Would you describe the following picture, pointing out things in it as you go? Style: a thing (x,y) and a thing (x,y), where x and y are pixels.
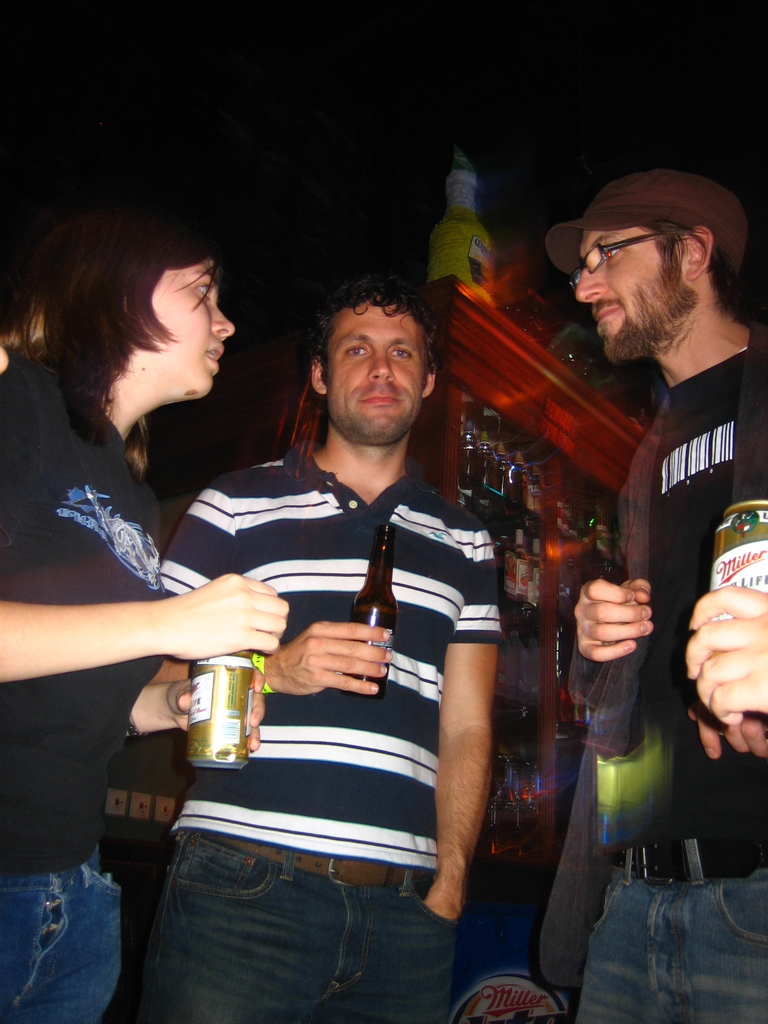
There are 3 people (347,367) are standing. The right side of the person (649,464) is holding like can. Left side of the girl (54,485) is holding like tin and middle of the person (411,558) is holding like beer bottle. We can see on the background (505,455) there is a bottles (517,483) are there.
